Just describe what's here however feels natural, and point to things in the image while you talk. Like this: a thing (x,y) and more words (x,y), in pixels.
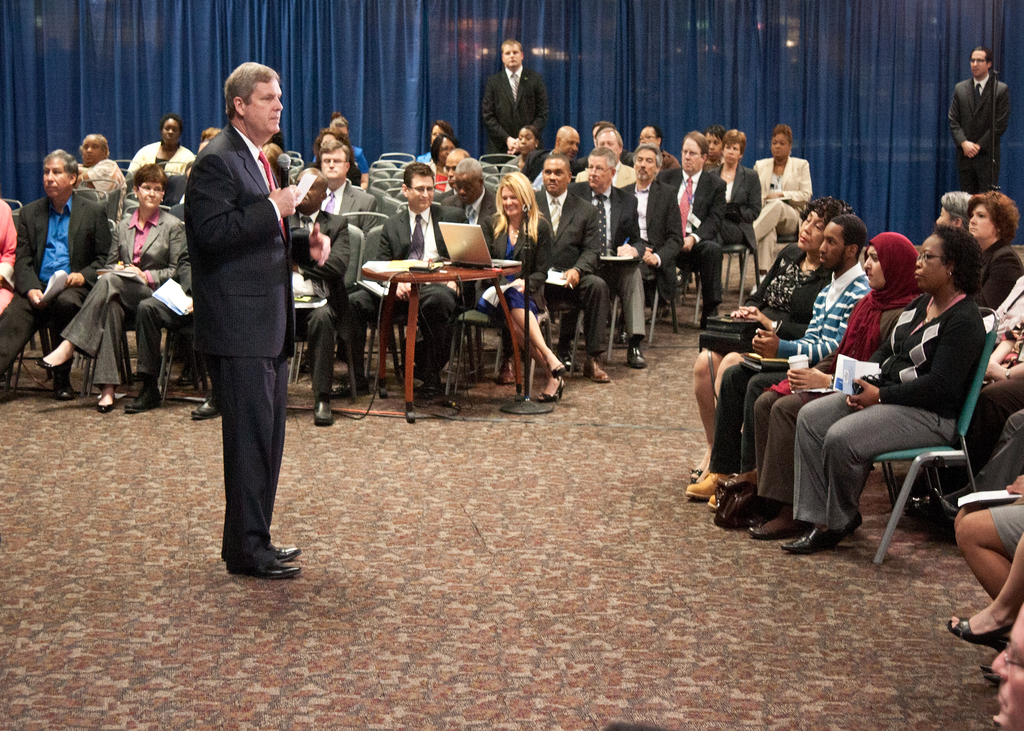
Here we can see a group of people (441,160) sitting on chairs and there is a table (479,278) present in the center (473,244) with a laptop (495,262) on it and on the left side (263,73) we can see a person (243,73) standing in the middle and speaking something and at the back (503,91) we can see security guards (975,65) present and there is a curtain (331,100) present.
